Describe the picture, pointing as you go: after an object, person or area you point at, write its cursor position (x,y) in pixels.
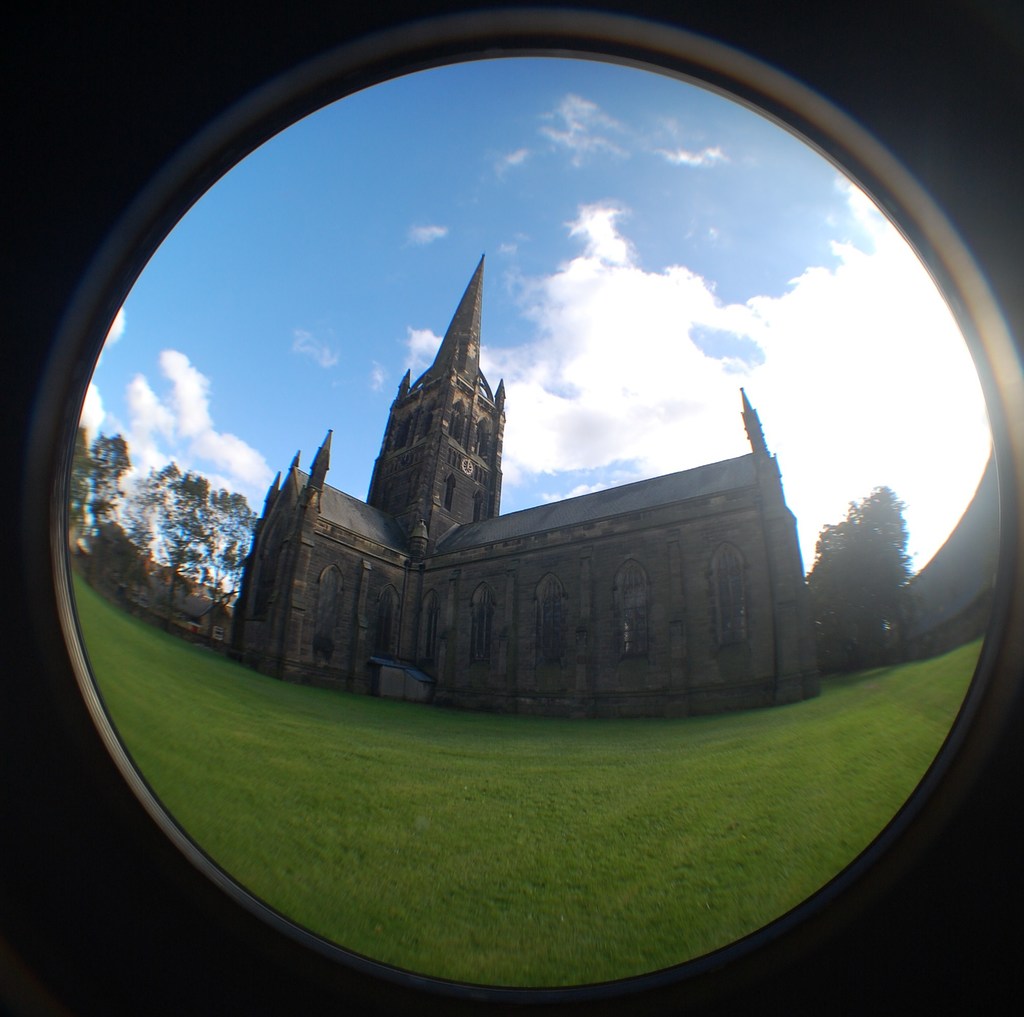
There is a mirror (559,571). There is a building (597,692), sky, trees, grass (540,859) in the mirror (419,753).
